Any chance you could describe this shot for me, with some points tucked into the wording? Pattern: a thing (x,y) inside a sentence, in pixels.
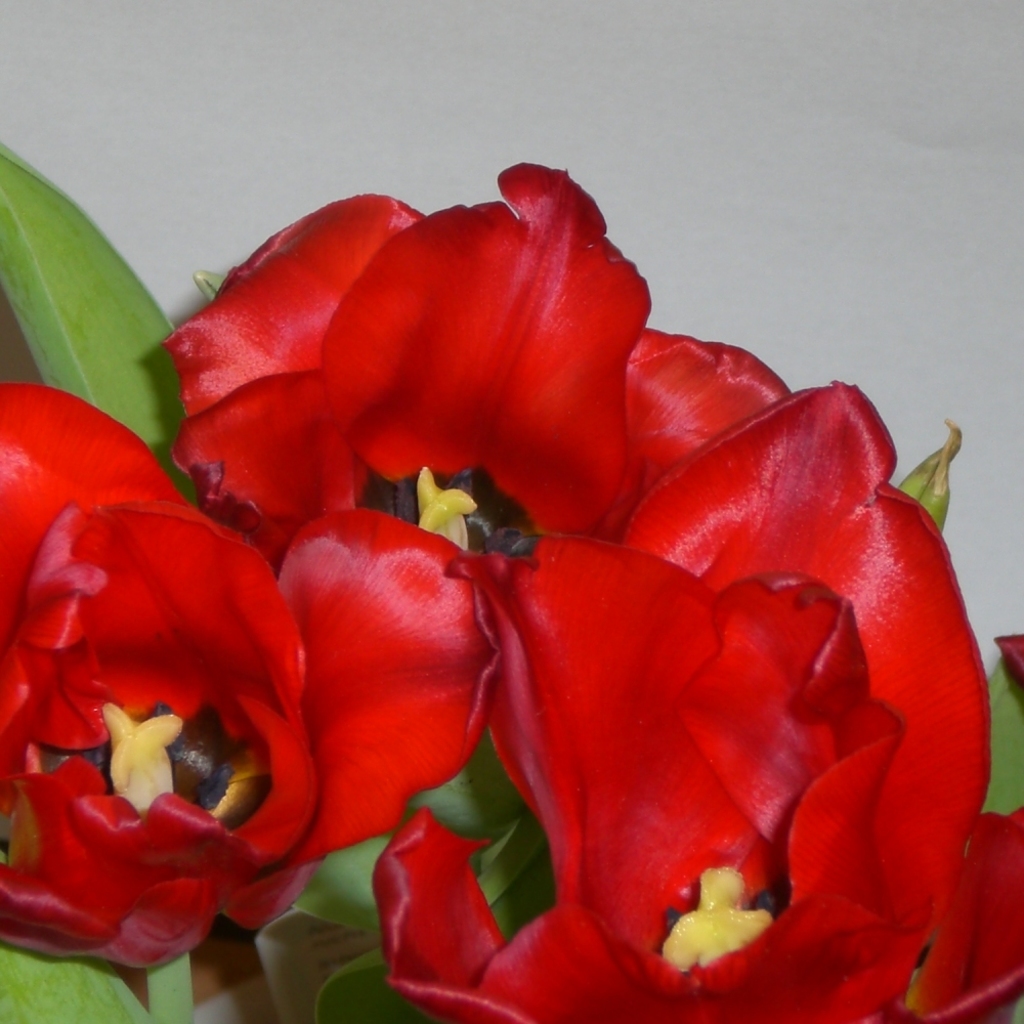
In this picture there are flowers (575,187), which are red in color in the center of the image (582,434).
